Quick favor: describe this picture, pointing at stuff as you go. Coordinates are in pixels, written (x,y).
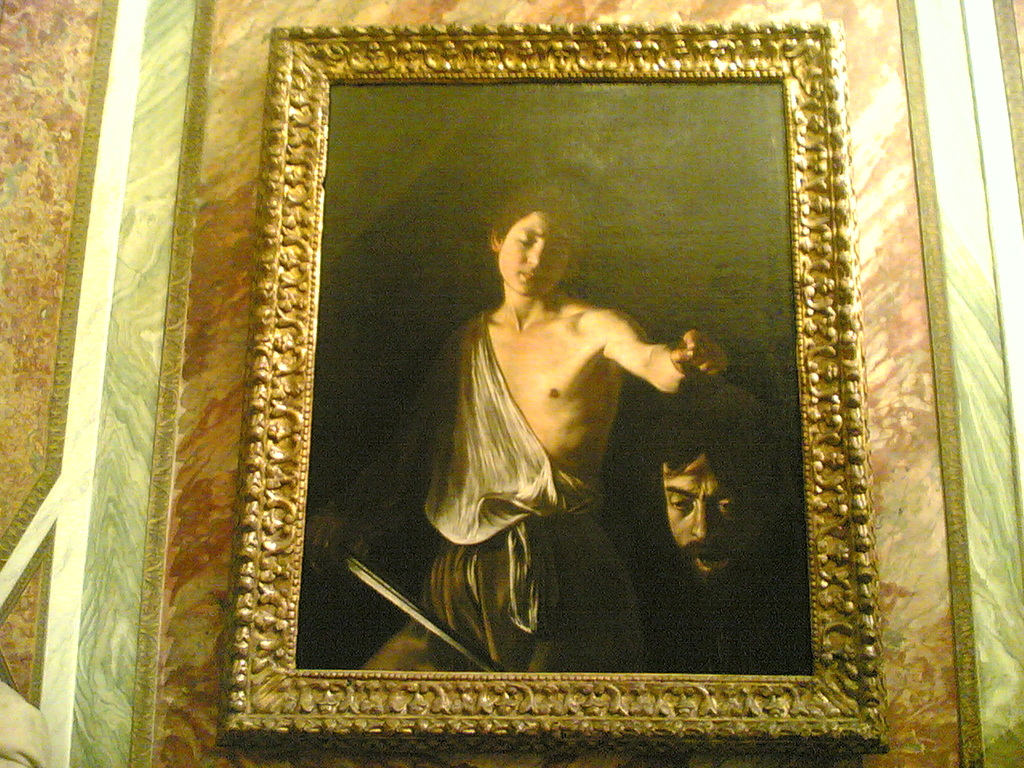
In this image there is a photo frame (423,464), in which there is a person (499,581) standing and holding a sword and another person head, and that photo frame (334,376) is attached to the wall (53,32).
